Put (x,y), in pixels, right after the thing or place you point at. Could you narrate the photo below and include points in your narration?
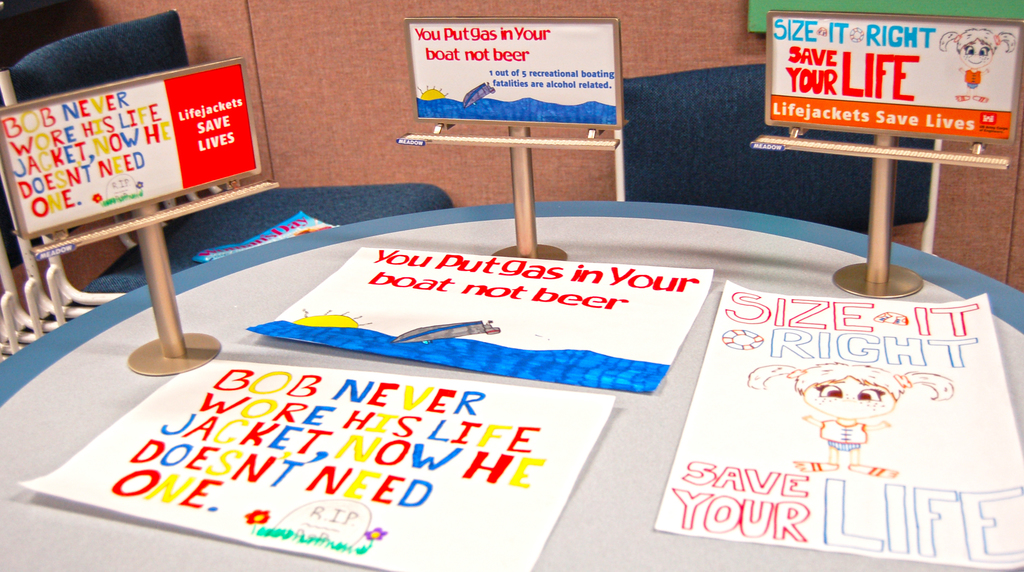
In the center of the image (674,231) there is a table (671,539) and we can see boards (142,128) and papers (556,366) placed on the table (622,425). In the background (348,112) there are chairs (777,155) and a wall (377,64).
